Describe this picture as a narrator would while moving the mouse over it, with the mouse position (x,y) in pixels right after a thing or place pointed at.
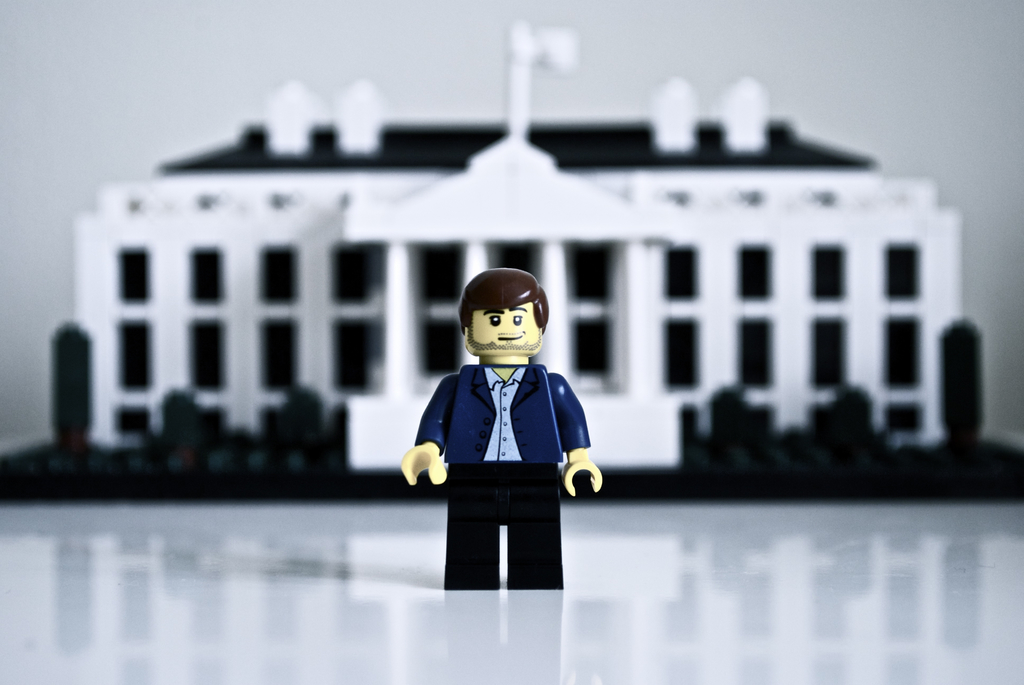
This is the animated image in which there is a puppet (553,417) and there is a building (437,261).
